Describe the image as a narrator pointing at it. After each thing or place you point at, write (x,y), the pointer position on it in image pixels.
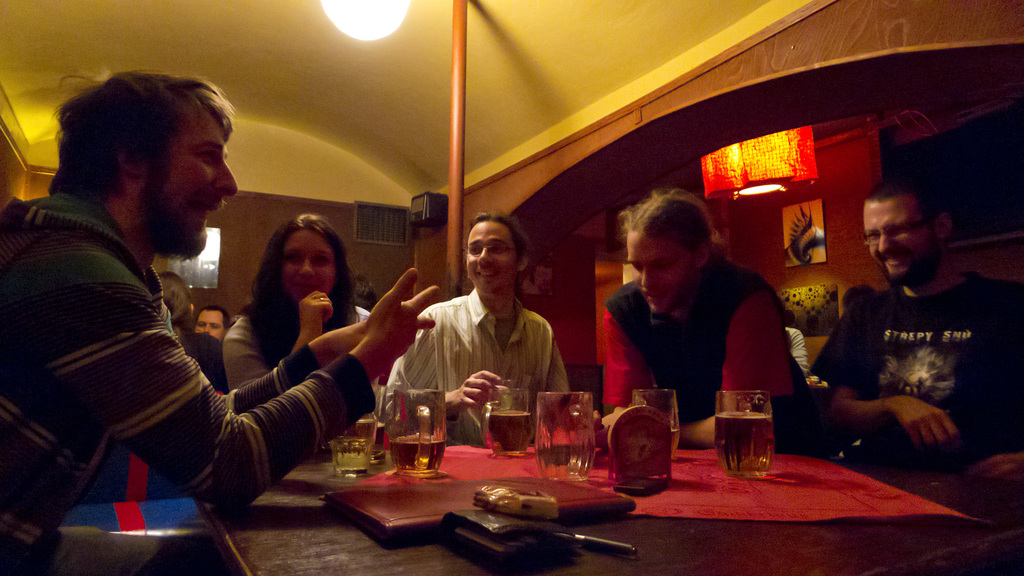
In the image we can see few persons (632,307) were sitting on the chair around the table (578,516). And they were smiling, on table (590,561) we can see beer glasses (745,443), napkin (696,485), wallet (505,559) etc. In the background (493,174) there is a wall (531,174), light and few persons (304,258) were sitting on the chair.
